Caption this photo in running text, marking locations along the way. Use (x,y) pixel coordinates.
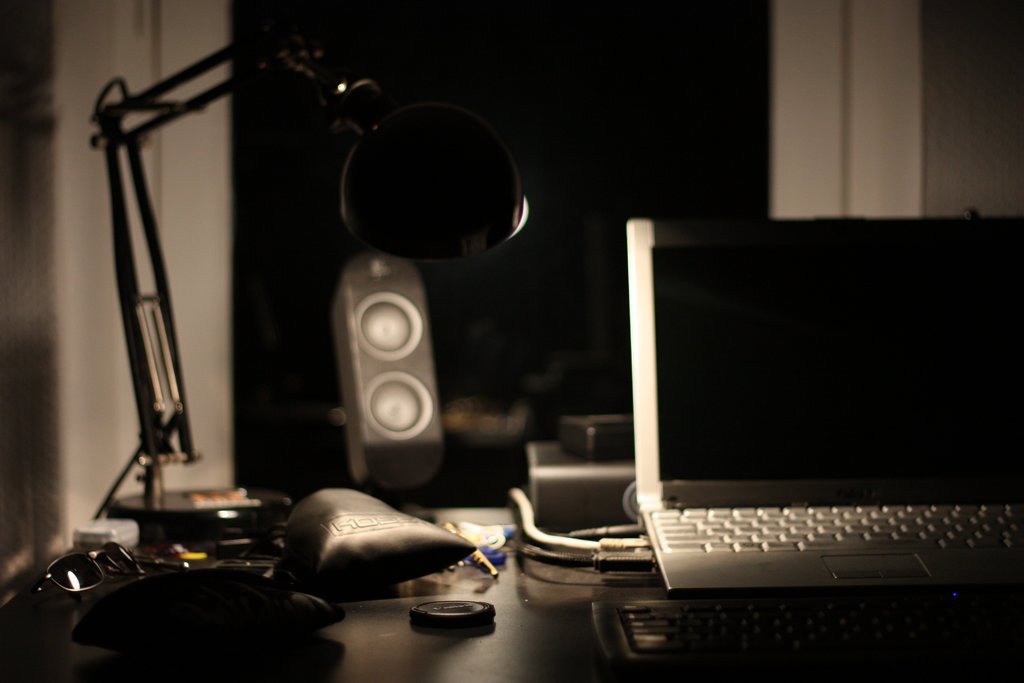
This is a picture clicked in the dark. Here I can see a table (581,660) on which a laptop (792,499), lamp (428,151), goggles (130,569), wires (536,532), speaker (387,401), boxes (573,491) and some more objects (374,548) are placed. In the background (871,39), I can see a white color wall (911,70).
